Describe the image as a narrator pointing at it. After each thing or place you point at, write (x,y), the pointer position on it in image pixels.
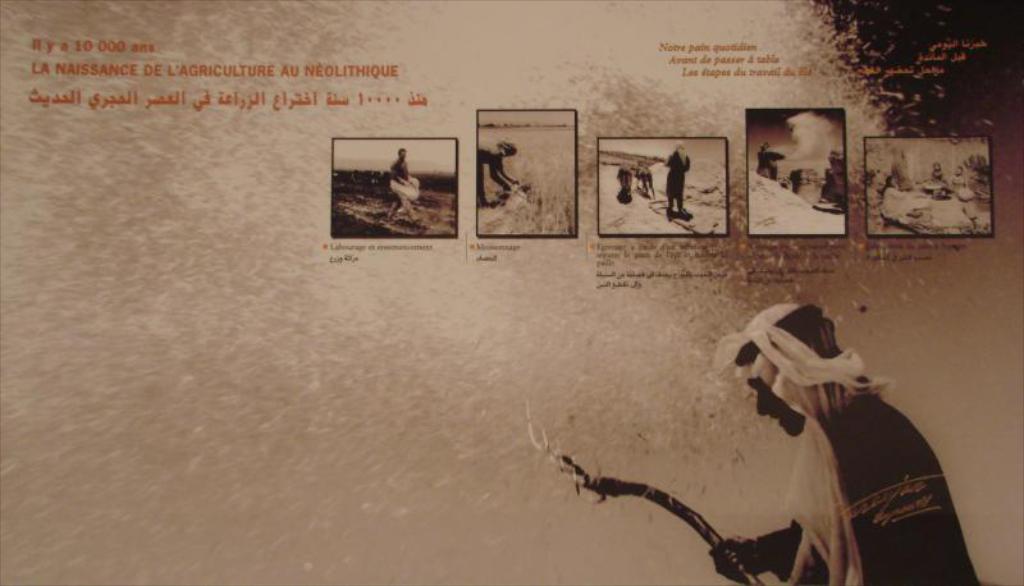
This is a picture of a poster (579,403), where there is a person (798,556) standing and holding a stick (559,456), and there are images (761,203), words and numbers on the poster (368,346).
